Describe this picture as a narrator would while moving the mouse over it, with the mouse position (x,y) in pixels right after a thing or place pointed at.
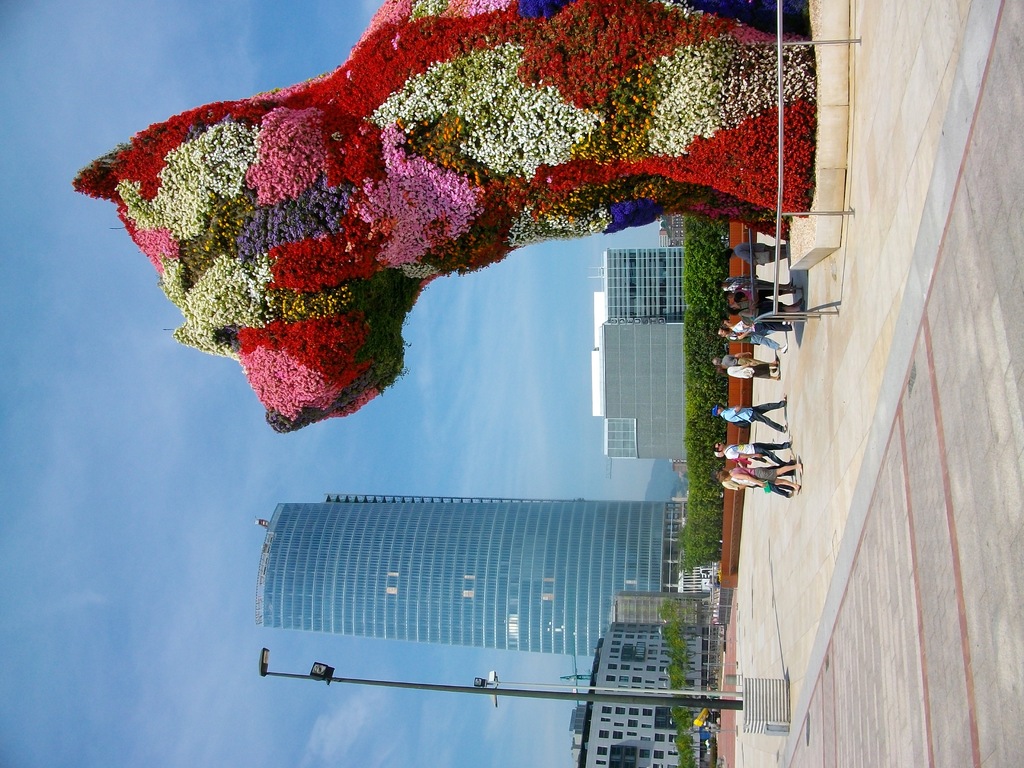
In the foreground of this image (436,181), at the top (462,171), there are plants (440,177) and flowers (446,172) in the shape of an animal (321,269), few people (745,335) standing and walking on the side path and a road (938,609). At the bottom (513,698), there is a pole (596,698). In the middle (556,508), there are buildings (609,580). On the left (31,442), there is the sky (32,433) and the cloud (62,447).
